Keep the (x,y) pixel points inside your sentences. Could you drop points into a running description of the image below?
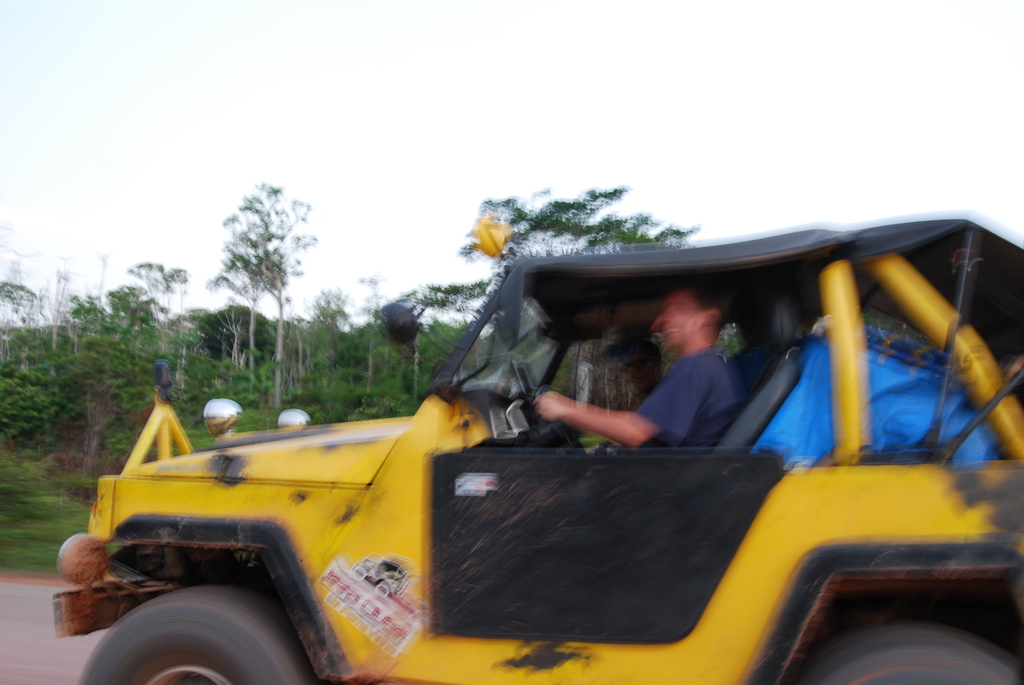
This is a picture taken in the outdoors. It is sunny. There are two persons (703,412) sitting on a vehicle (469,523). The vehicle (374,560) is in yellow color. Behind the vehicle (346,486) there are trees (375,332) and a sky (734,110).
